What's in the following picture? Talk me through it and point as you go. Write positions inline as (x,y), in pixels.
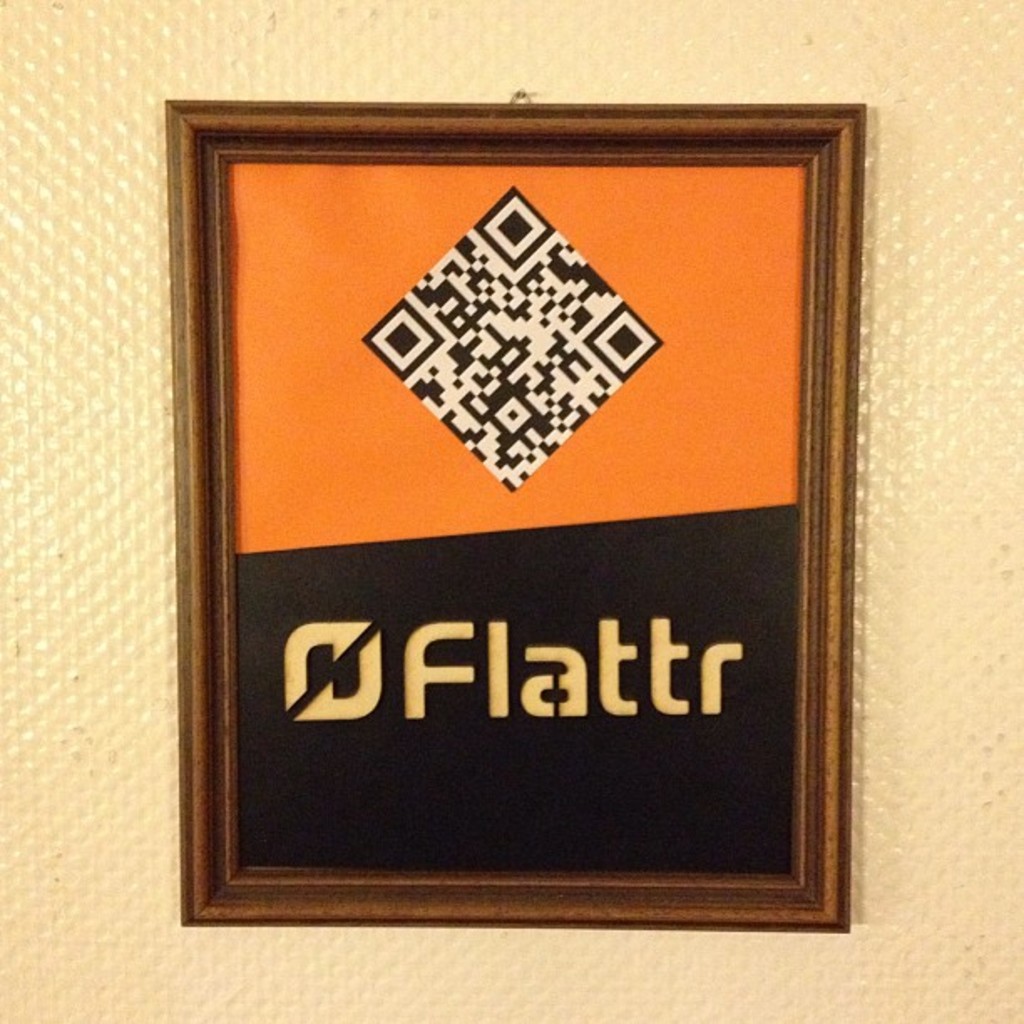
In this image in the center (352,670) there is one photo frame (408,743) and on the photo frame (439,690) there is some text (417,688), in the background (894,950) there is wall (898,937).
